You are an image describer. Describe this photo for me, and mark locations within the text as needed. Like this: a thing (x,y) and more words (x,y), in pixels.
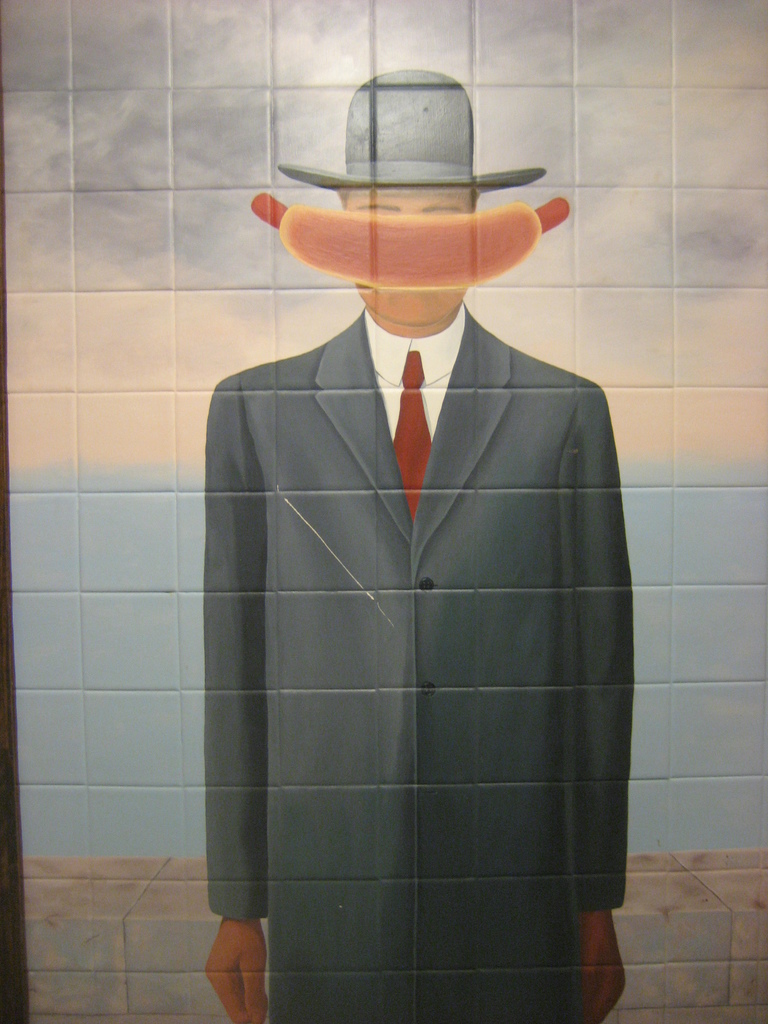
In this picture I can see painting (422,562) of a human (381,350) on the wall (345,489).
